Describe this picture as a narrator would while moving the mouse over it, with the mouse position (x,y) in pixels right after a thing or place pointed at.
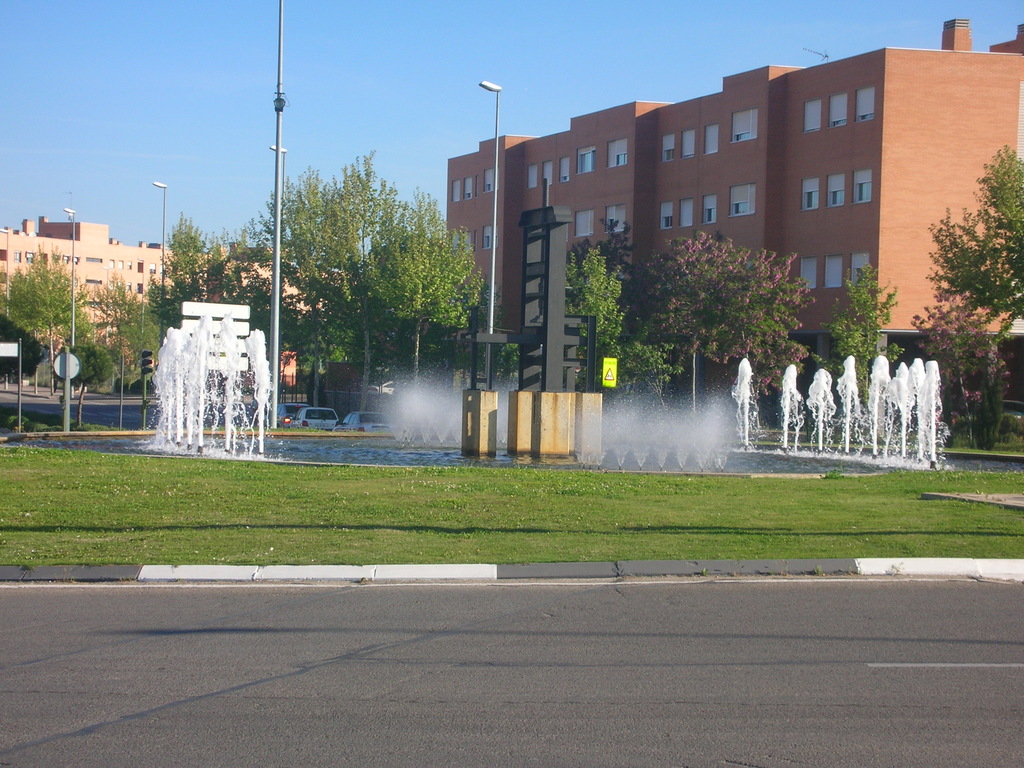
In the middle of the image (514,382) there is grass (563,480) and there is a fountain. Behind the fountain (203,381) there are some poles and trees (981,359) and sign boards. Top right side of the image (947,56) there are some buildings (894,249). Top left side of the image (94,251) there is a building (4,262). Behind the building (16,270) there is sky (406,121).
